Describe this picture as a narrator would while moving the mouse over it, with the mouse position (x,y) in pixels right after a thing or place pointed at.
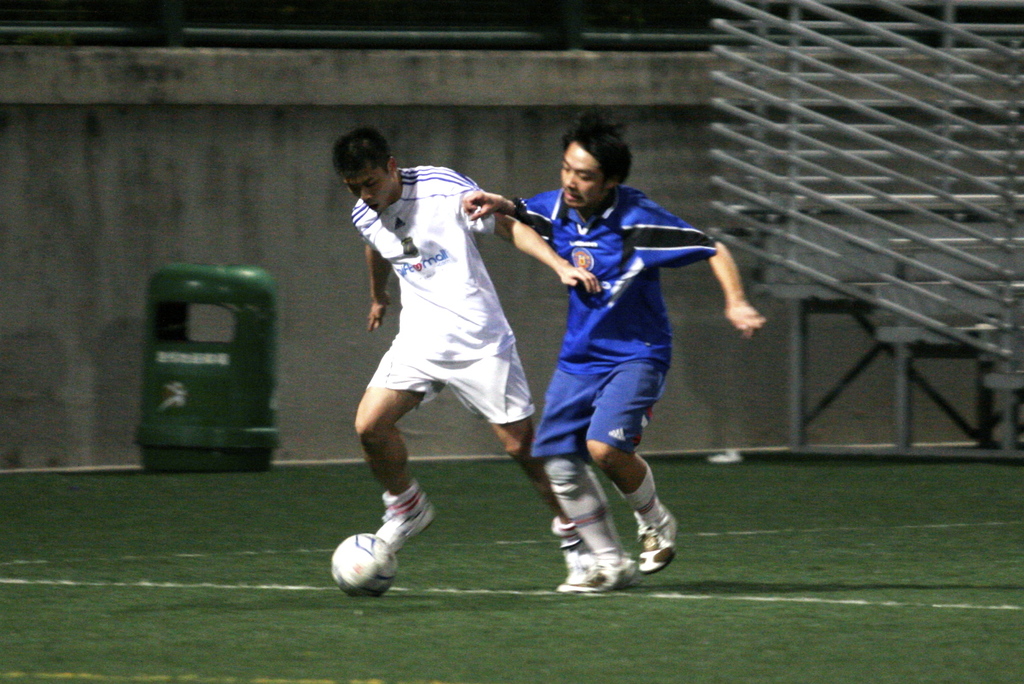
There are two persons (627,279) playing football (357,567) in the ground (413,562). This is grass (619,591) and there is a bin (180,381). On the background (200,132) there is a wall (661,107) and this is rod (804,415).
